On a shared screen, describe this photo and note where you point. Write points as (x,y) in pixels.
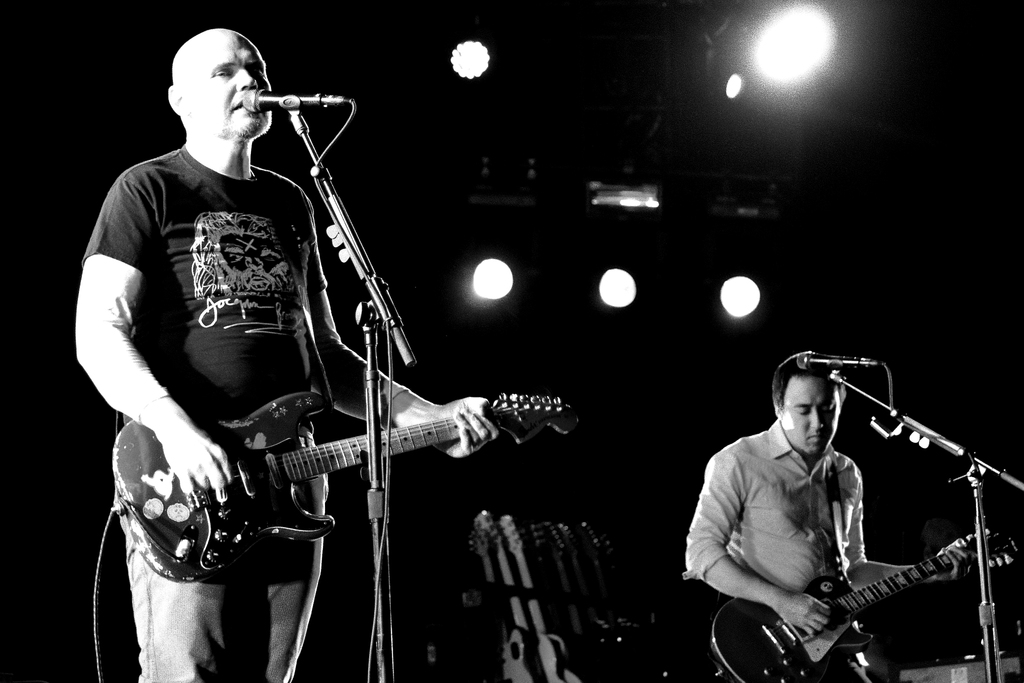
In this image we can see black and white picture of two persons (852,556) holding guitars (314,463). In the foreground (370,319) we can see microphones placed on stands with cables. In the background (590,643), we can see musical instruments (544,646) and a group of lights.
